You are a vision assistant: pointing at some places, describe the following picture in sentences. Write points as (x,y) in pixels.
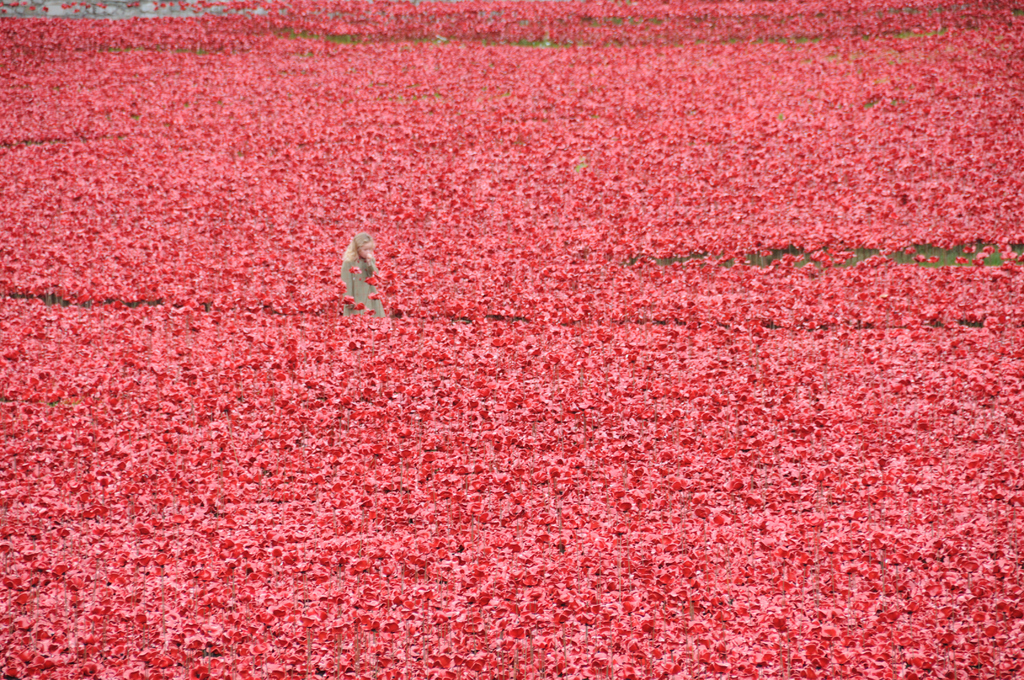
In this image there is a person (357,287) standing in between the plants (426,304). Plants (386,295) are having red color flowers (317,290).
